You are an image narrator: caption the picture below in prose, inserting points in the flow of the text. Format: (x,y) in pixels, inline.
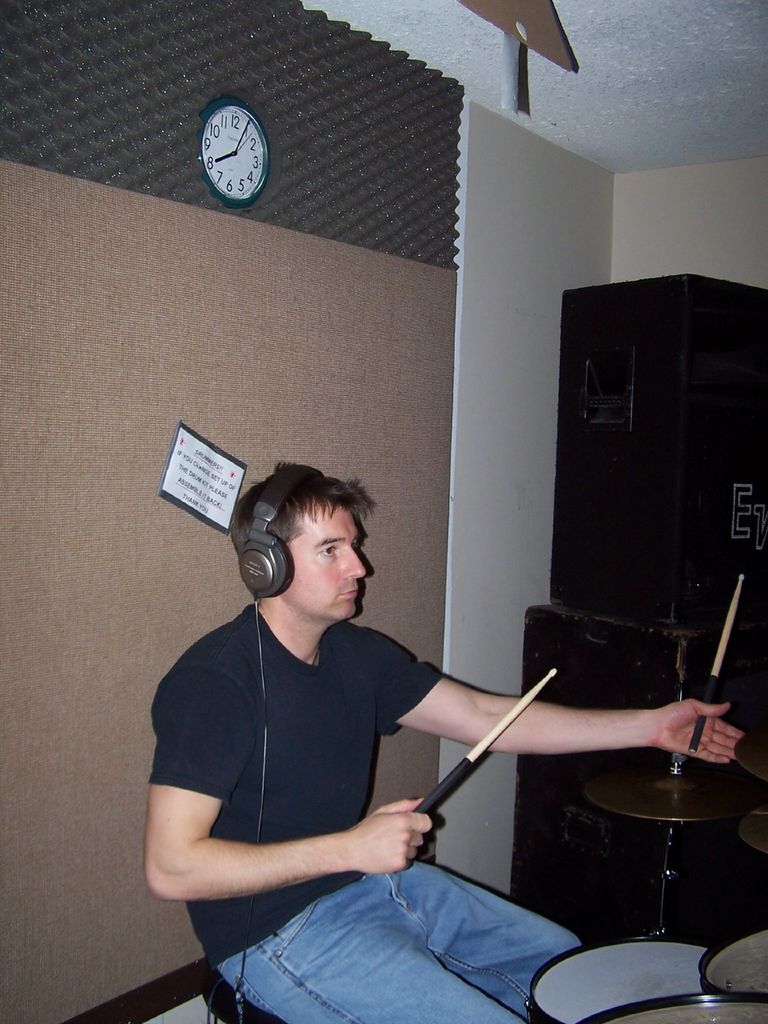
In this image there is one person (458,733) is sitting and holding two sticks (512,715) and wearing a headphone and a wearing black color t shirt (303,742) and jeans (433,946). there is a wall (259,418) in the background (310,411) and there is one sticker (222,450) attached on this wall (252,427) in middle of this image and there is a wall (276,145) at top of this image (276,145). there are drums (556,1009) at bottom right corner of this image (700,893), and there are two speaker boxes (642,663) at right side of this image (583,621) which is in black color.
